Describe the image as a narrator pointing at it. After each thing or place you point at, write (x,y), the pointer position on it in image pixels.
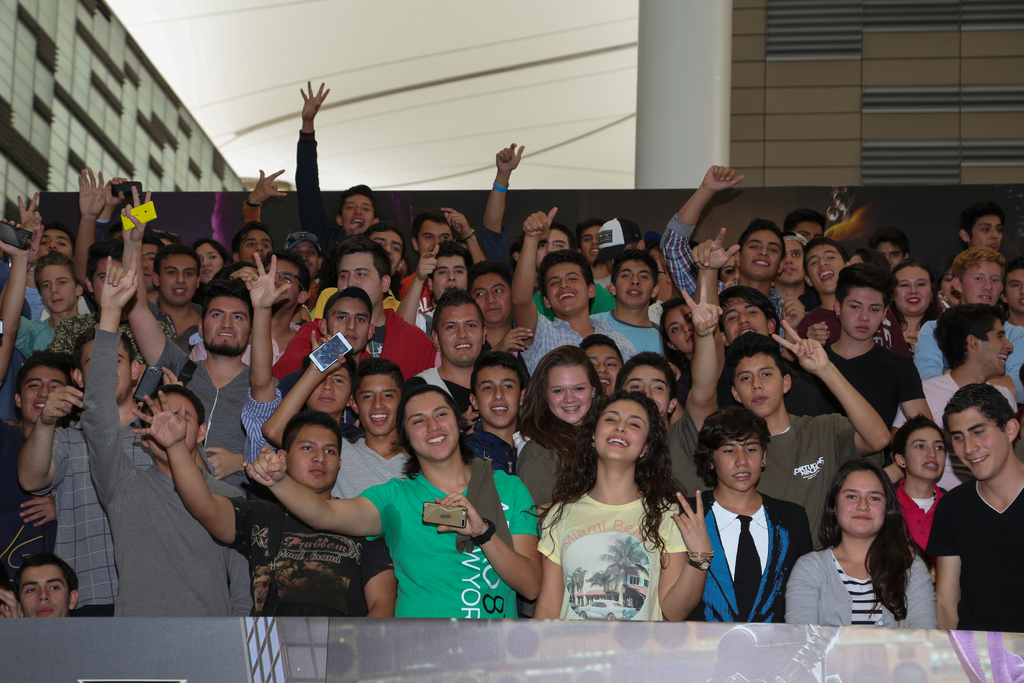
In this image I can see group of people (568,422) standing and smiling and holding some objects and in the background (362,149) i can see two buildings (739,101), the sky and the wires (394,94). And at the bottom of the image (443,651) i can see an object (319,652).
